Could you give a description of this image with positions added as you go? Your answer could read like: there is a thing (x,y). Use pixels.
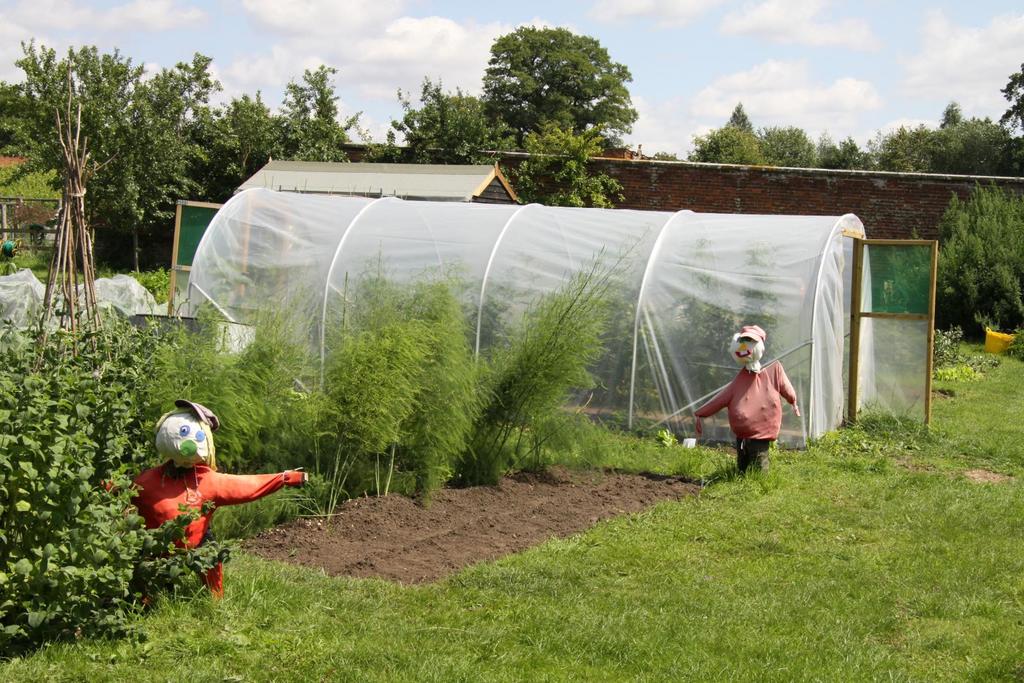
At the center of the image (480,317) there is a net (547,248) like a camp (790,332) with a door (892,329), in that there are plants (706,350), around that there are trees (64,54), plants (323,386), grass (156,664), depiction of persons (757,403), sticks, a shed (442,171) and a wall (669,207) with red bricks (664,178). In the background (134,119) there are trees (125,147) and the sky (480,44).
